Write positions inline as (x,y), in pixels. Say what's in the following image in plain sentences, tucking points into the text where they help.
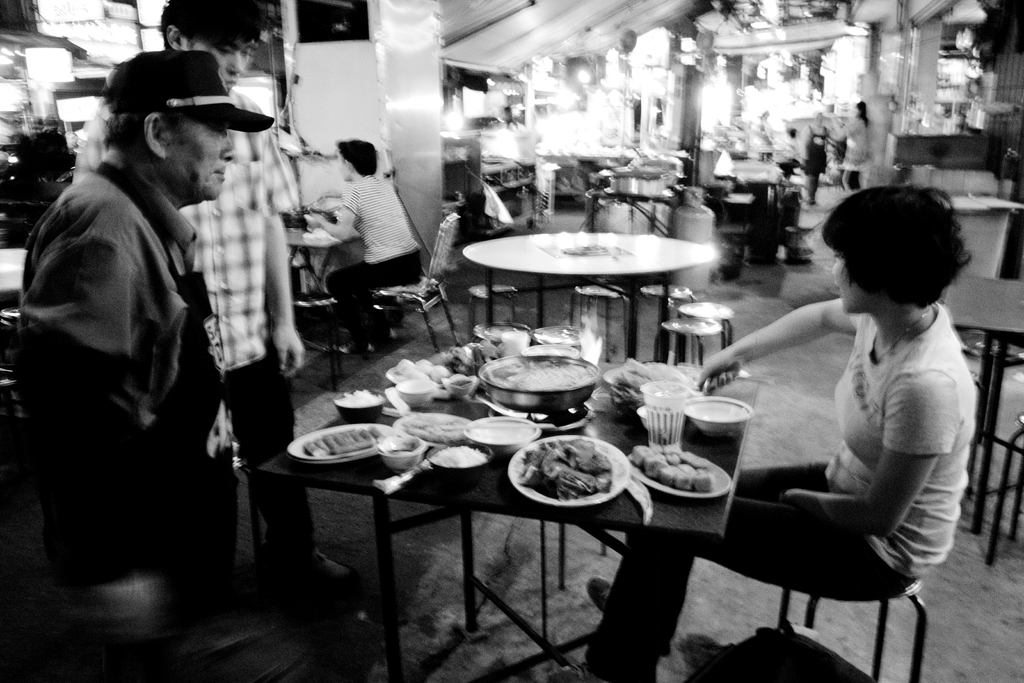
This is a black and white picture, there is a woman (784,487) sitting on a stool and two men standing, in front of these people (889,457) there is a table (463,490) on the table (471,501) there are plates (563,352) and food items (465,463). Background of this people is a market (363,94).
